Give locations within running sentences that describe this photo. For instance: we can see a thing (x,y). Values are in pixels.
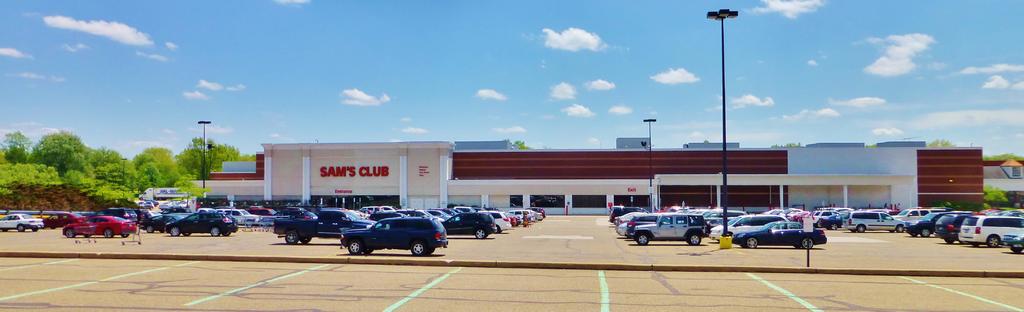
In this image, there are a few buildings (770,159), vehicles (445,217), poles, trees (82,159). We can see the ground (235,250) with some objects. We can also see some trolleys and the sky (558,11) with clouds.
